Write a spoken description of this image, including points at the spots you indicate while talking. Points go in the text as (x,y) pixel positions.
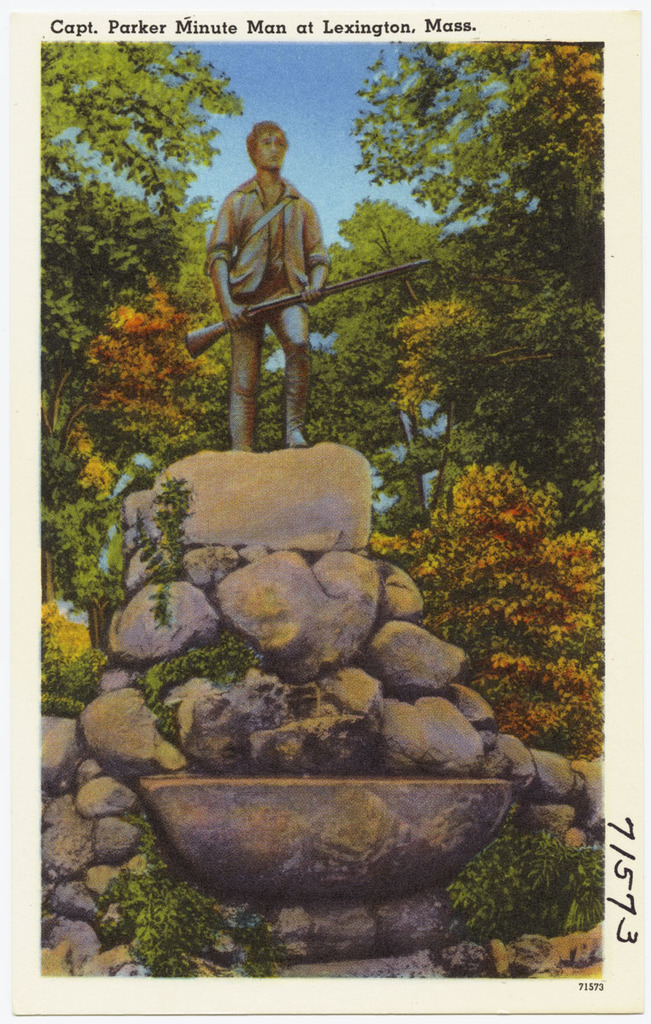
This is an image. In this a man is standing on these stones (153,497), these are the trees (383,491).
